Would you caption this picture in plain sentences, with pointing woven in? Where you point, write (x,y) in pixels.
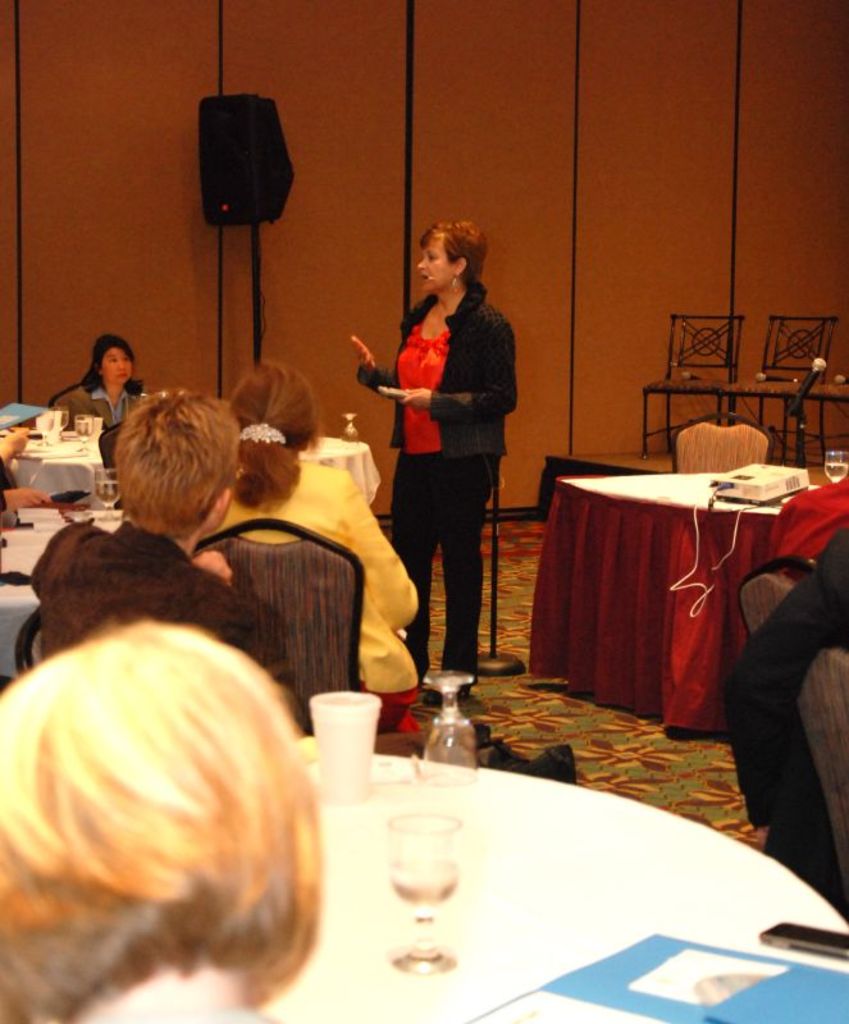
In this image I can see few people (288,492) where a woman (479,563) is standing. In the background (256,128) I can see a speaker (241,125) and number of chairs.
